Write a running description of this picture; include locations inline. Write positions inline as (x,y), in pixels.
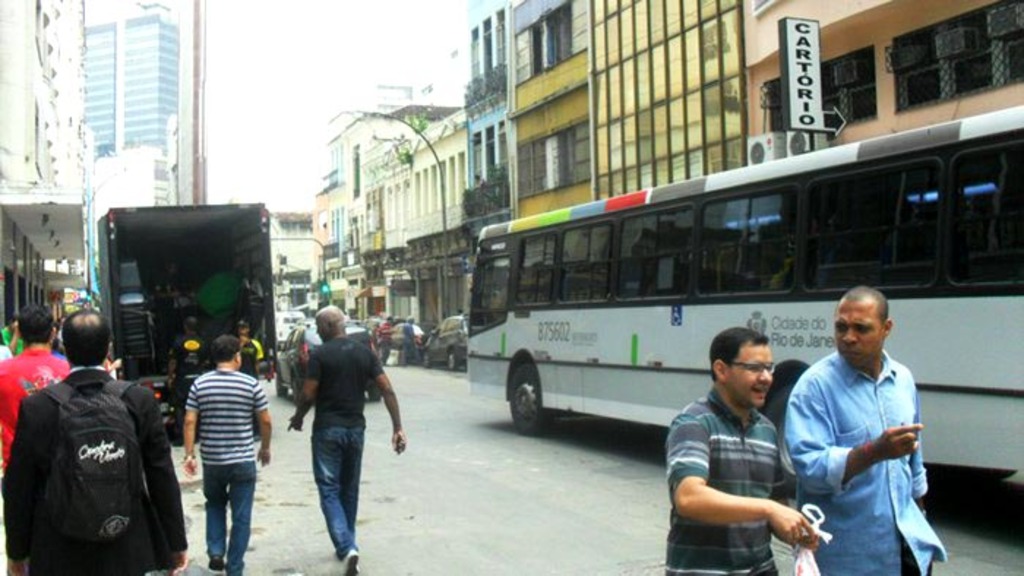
At the bottom of the image (735,525) we can see some people (897,390) are walking on the road (595,467) and a man (172,460) is wearing a bag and another man (759,446) is holding a cover (809,547). In the background of the image (132,325) we can see the buildings (840,25), windows (729,62), boards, vehicles (662,298), traffic light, poles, light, air conditioner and some people (417,335) are standing. At the bottom of the image (532,480) we can see the road (515,466). At the top of the image (431,72) we can see the sky (207,46).
